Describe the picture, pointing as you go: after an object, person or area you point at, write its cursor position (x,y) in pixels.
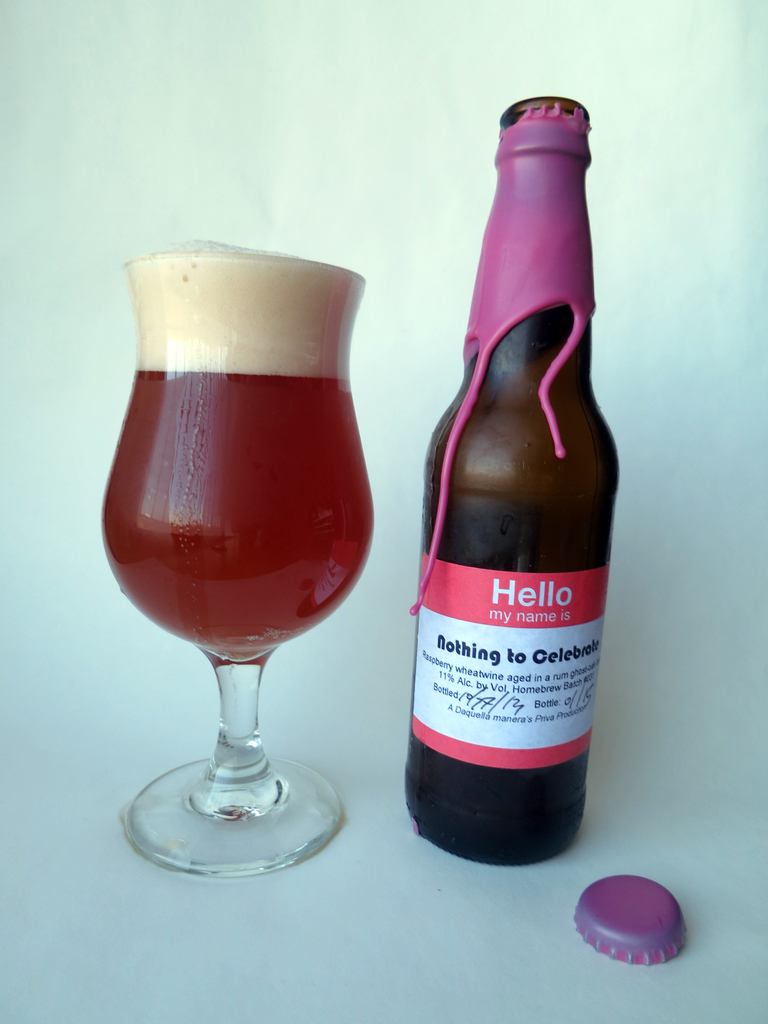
In this picture we can see a glass (305,569) with drink (234,445) in it, beside to the glass (234,445) we can find a bottle (430,455) and a bottle cap (625,909).
